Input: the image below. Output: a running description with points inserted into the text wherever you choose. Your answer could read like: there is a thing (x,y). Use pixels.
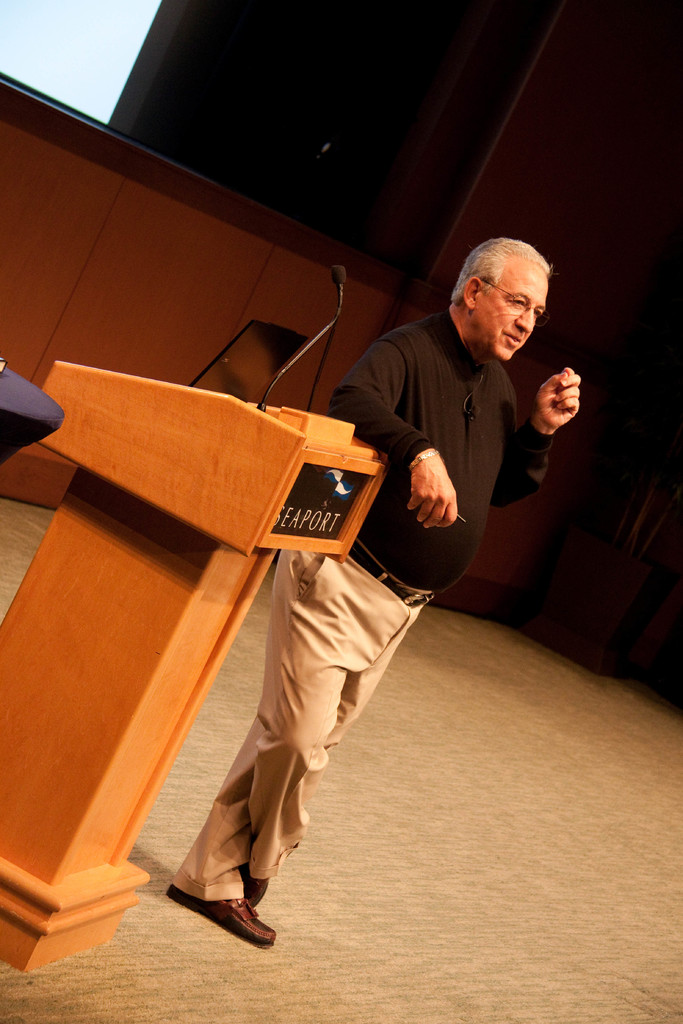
In this picture there is a man (368,698) standing, beside him we can see laptop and microphone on the podium (87,583). In the background of the image (651,39) we can see wall (536,210) and plant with pot (597,545).
